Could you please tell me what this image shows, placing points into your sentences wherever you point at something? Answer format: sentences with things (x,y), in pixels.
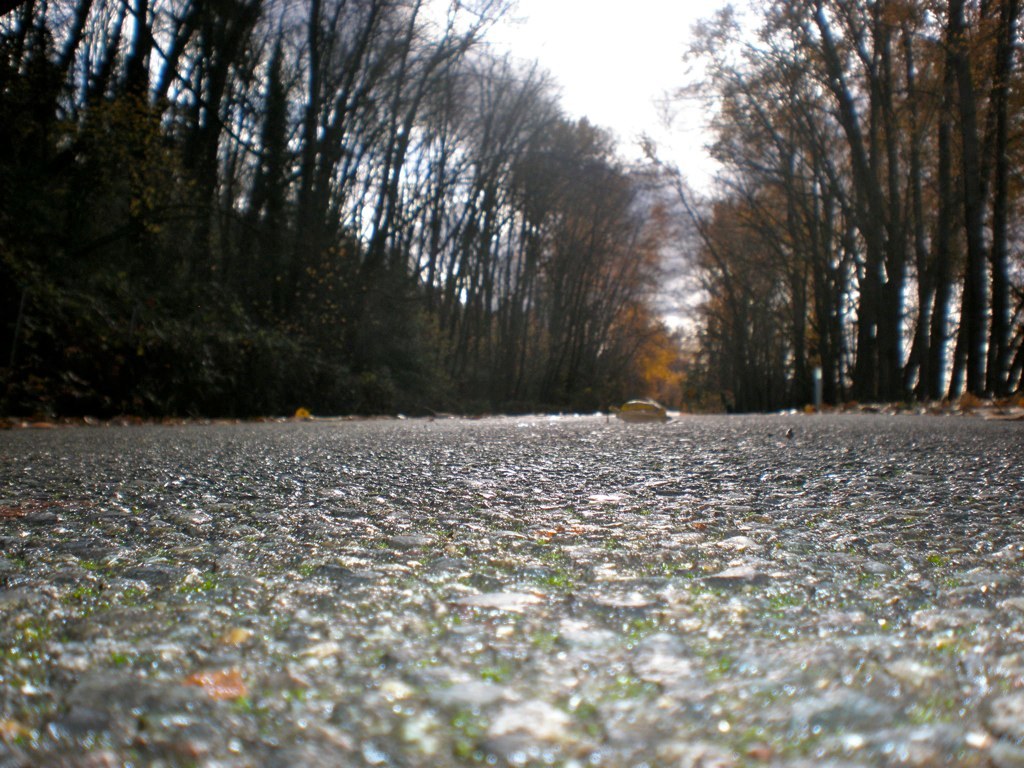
This picture is clicked outside. In the foreground (453,611) we can see the ground (671,494) and on both sides we can see the trees (718,320). On the right (902,412) we can see the objects (925,402) lying on the ground (987,405). In the background (617,106) we can see the sky (629,107). On the left (181,369) we can see the plants (215,396).
